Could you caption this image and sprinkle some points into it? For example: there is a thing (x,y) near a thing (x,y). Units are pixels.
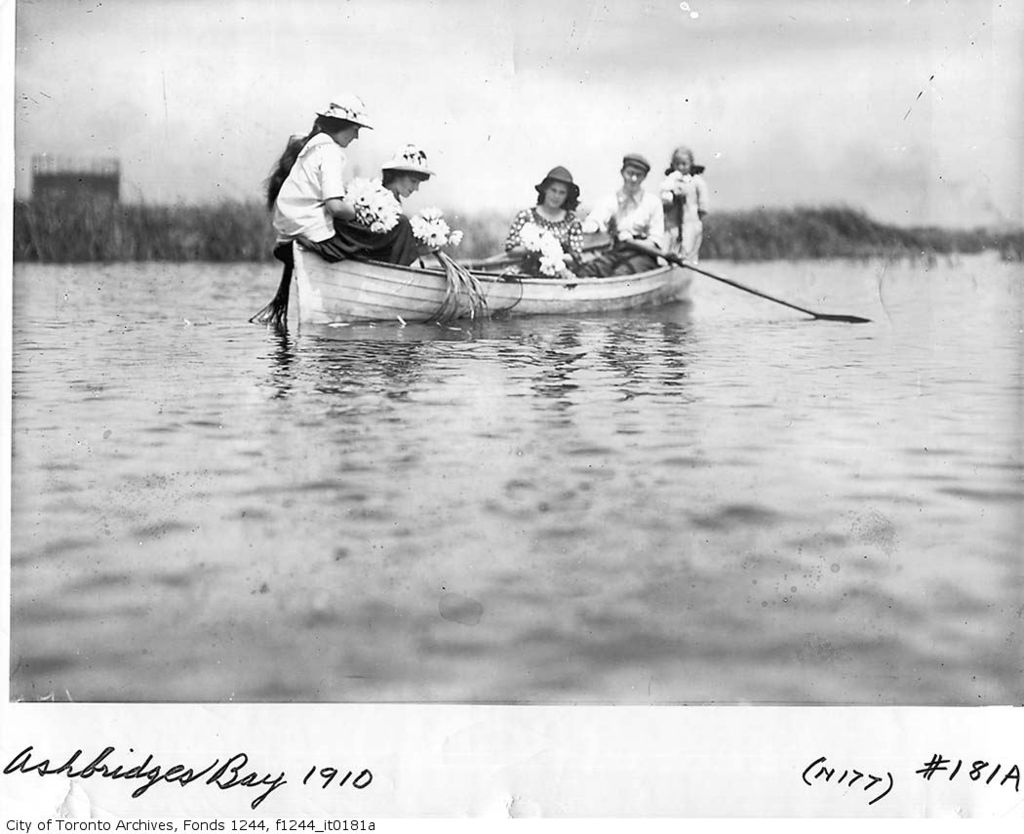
In the foreground (543,271) I can see a group of people (515,249) are boating in the water (589,332). In the background (959,252) I can see plants (901,240). On the top (258,146) I can see the sky (809,122). This image is taken may be in the lake (591,526).
